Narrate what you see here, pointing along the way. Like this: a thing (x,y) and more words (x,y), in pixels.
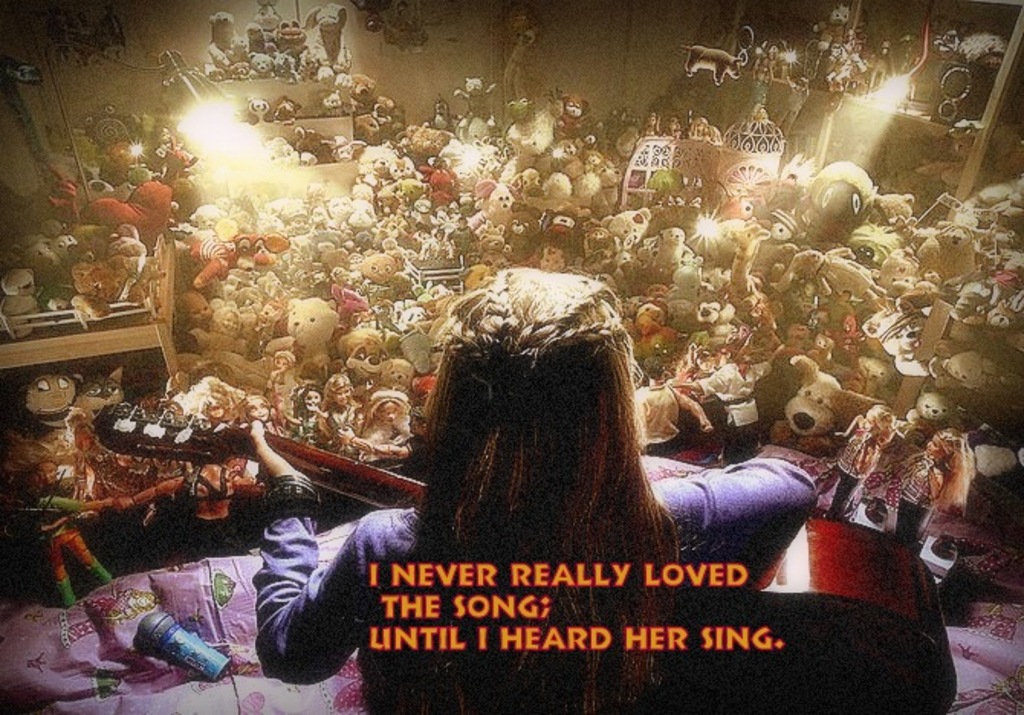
In this picture a woman (556,493) is holding a guitar (419,495) in the hand (273,463). In the background (299,147) I can see some toys (526,221) and lights (897,76). Here I can see something written on the image.
